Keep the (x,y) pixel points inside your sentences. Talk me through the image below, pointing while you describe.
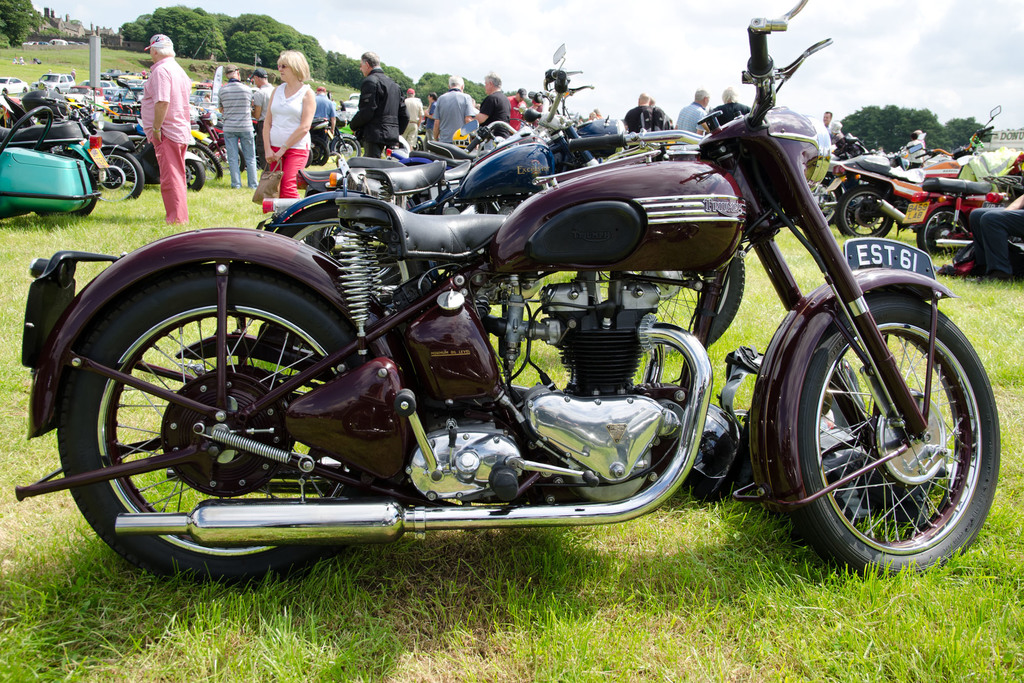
In this image, we can see so many vehicles (6,199), motorbikes (411,389) are parked on the grass (478,637). Top of the image (909,130), we can see a group of people (180,187), trees (31,17) and sky (889,74). Here a woman (295,185) is holding a bag (265,190).
